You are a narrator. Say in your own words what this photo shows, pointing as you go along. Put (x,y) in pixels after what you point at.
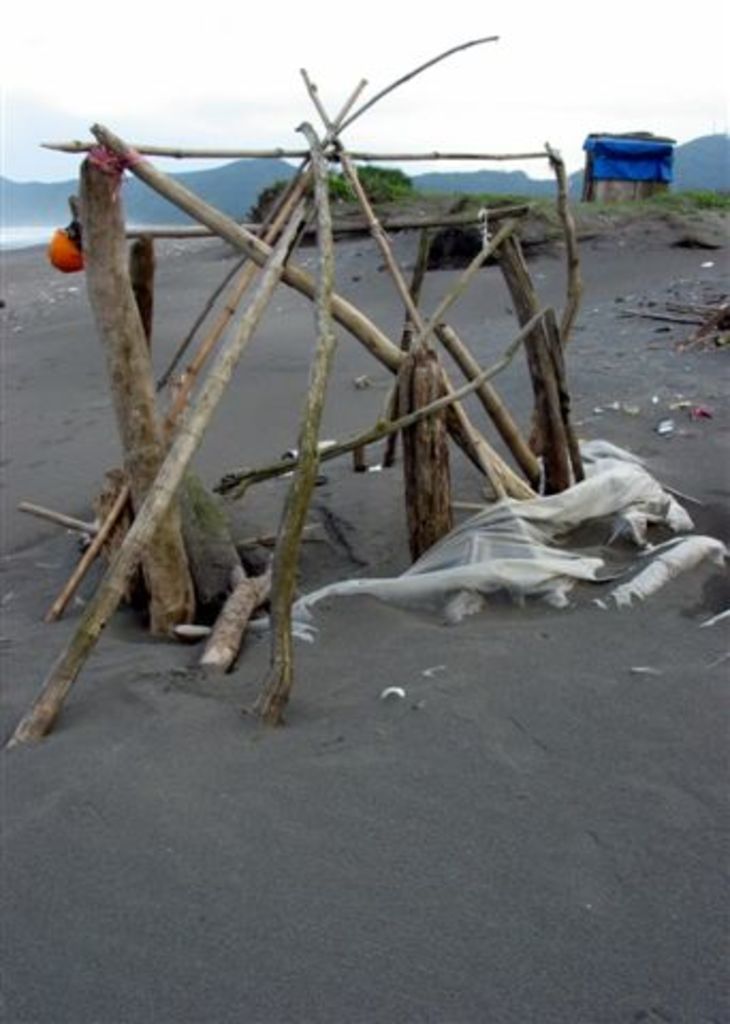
In this image I can see number of sticks (77,578) and few clothes (530,558) on the ground (156,652). In the background (724,194) I can see grass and a blue colour thing (593,146).
